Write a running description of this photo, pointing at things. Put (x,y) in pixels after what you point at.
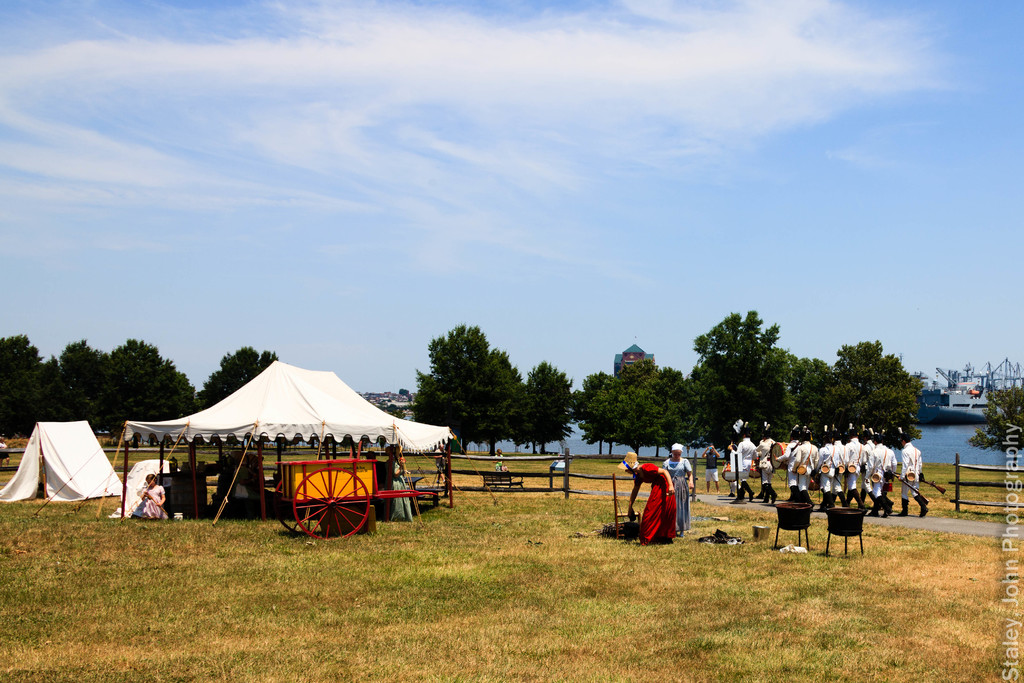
In this picture we can see some people (810,471) are walking on the road (900,520), side we can see tent (295,430) and some people (254,484) are on the grass (428,507), around we can see trees (732,407) and houses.
